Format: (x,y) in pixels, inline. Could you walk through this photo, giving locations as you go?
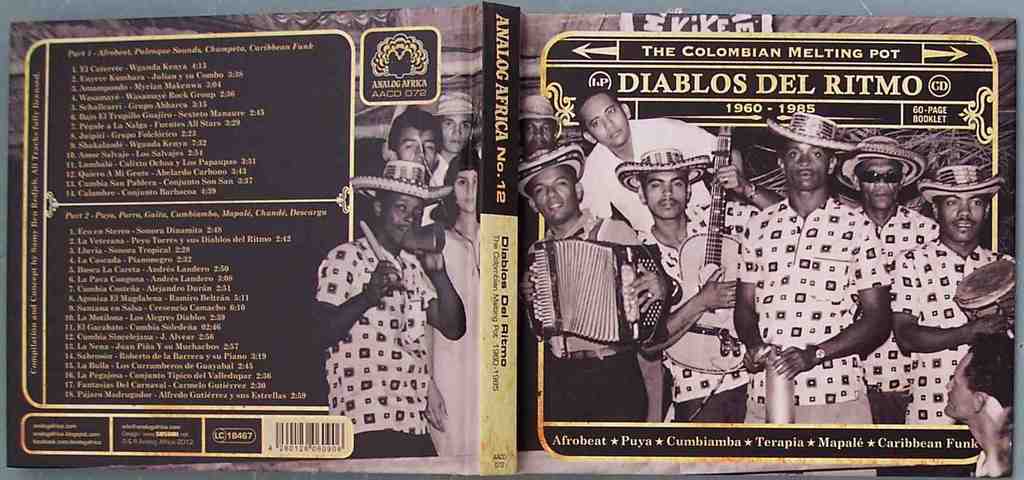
In this image there is a book (838,271), there are persons (820,273) on the book (743,264), there are persons (530,196) holding objects (581,268), there is text (155,142) on the book (435,116), at the background of the image (75,7) there is a wall (171,7) truncated.
